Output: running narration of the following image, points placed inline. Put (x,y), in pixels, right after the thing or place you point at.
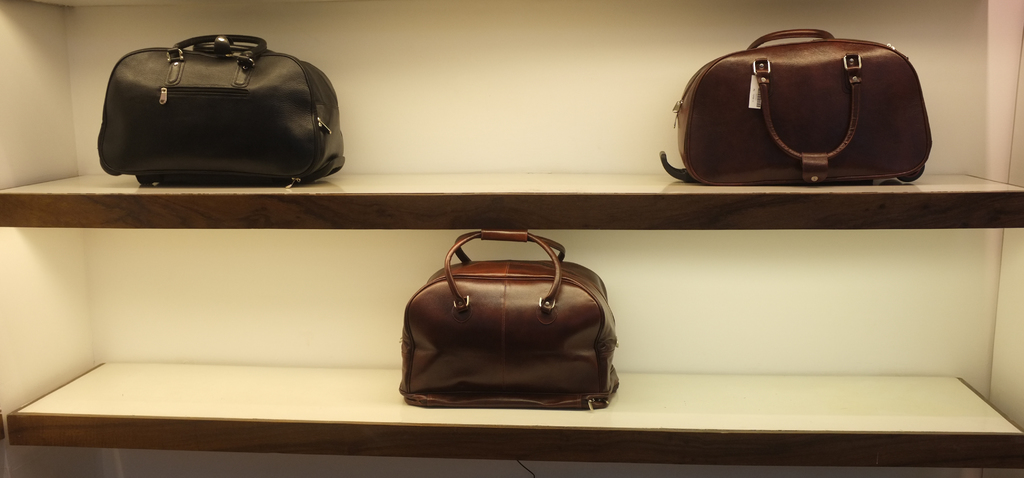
In the image there is a shelf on shelf (264,447) we can see three bags (476,317). On right side (817,106) the bag (811,97) is in red color and left side (259,108) the bag (318,108) is in black color in background (477,52) there is a wall (519,51) which is in white color.
